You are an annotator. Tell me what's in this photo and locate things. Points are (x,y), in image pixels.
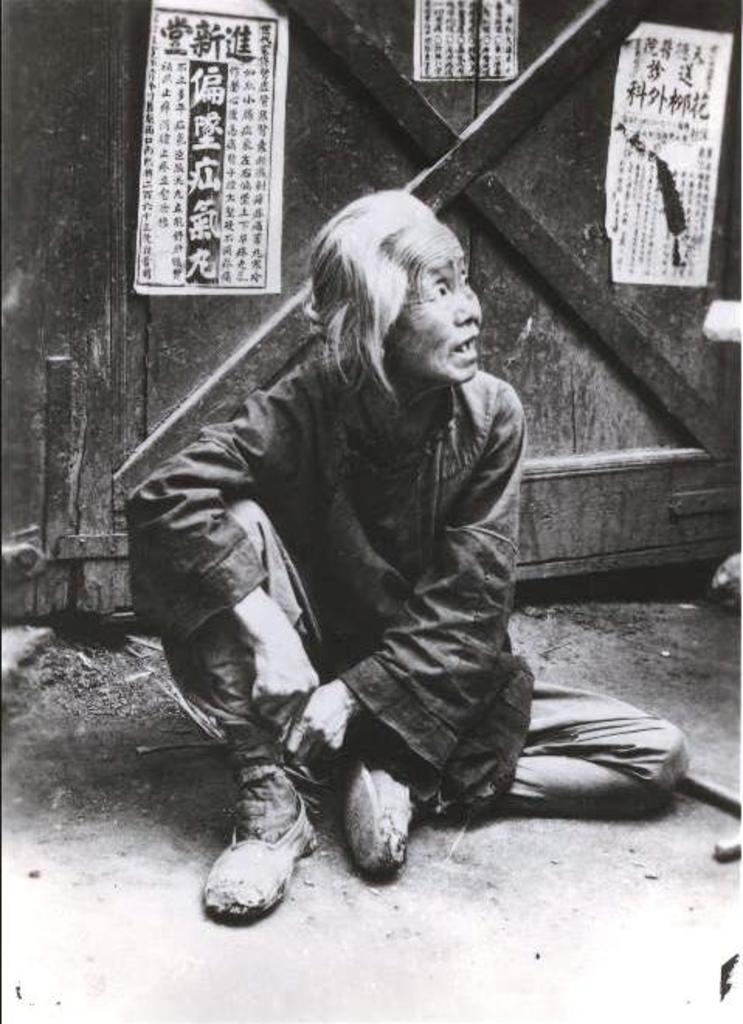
This is a black and white image. In this image, in the middle (359,399), we can see a woman (484,487) sitting on the land (366,947). In the background (373,174), we can see a door (362,171) with some papers (666,143) attached to it. At the bottom (444,947), we can see a land (68,888) with some rods (739,850) and stones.
